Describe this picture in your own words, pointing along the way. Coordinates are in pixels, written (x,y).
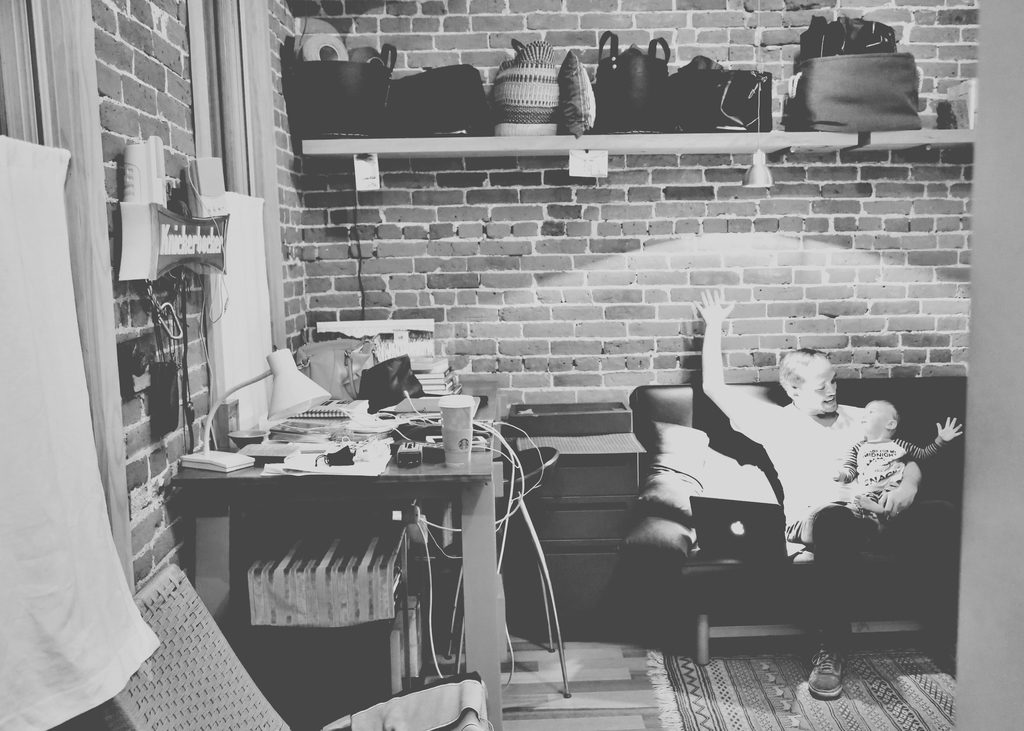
In this picture we can see a person (834,546) sitting on a sofa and a baby (892,482) sitting on this person (830,529). We can see a laptop (726,543) on the sofa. There is a lamp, books (388,571) and other objects (351,473) on the table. We can see a chair (144,694) on the left side (152,705). There are a few objects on the shelf (306,641). We can see a few bags (434,92) on another shelf (336,147). There is a brick wall (121,288) in the background (134,281).
